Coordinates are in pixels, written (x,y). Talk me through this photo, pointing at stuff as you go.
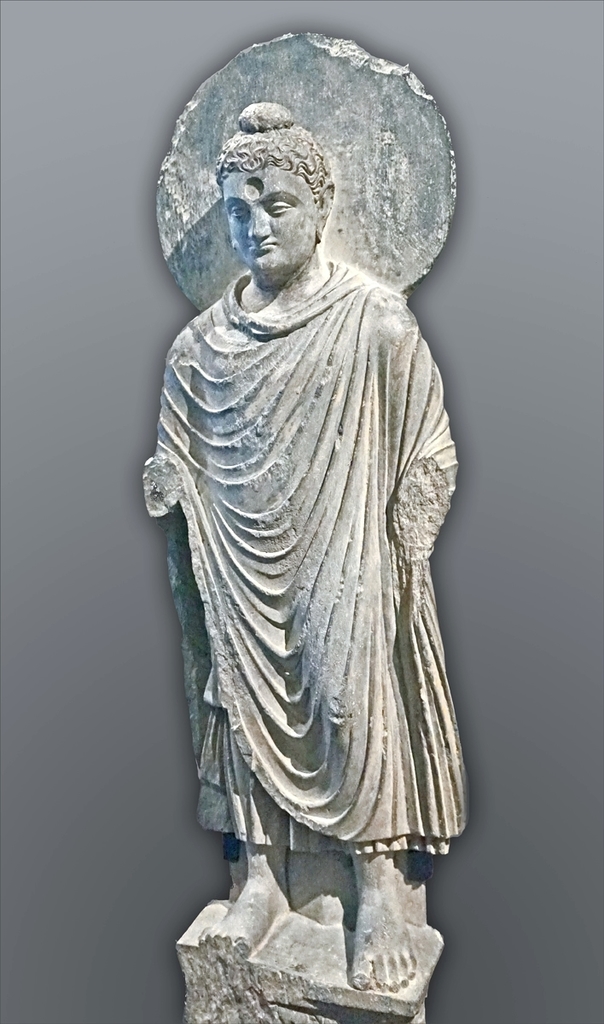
Background (531,230) portion of the picture is in gray color. In this picture we can see the statue (346,778) placed on a pedestal (329,978).
